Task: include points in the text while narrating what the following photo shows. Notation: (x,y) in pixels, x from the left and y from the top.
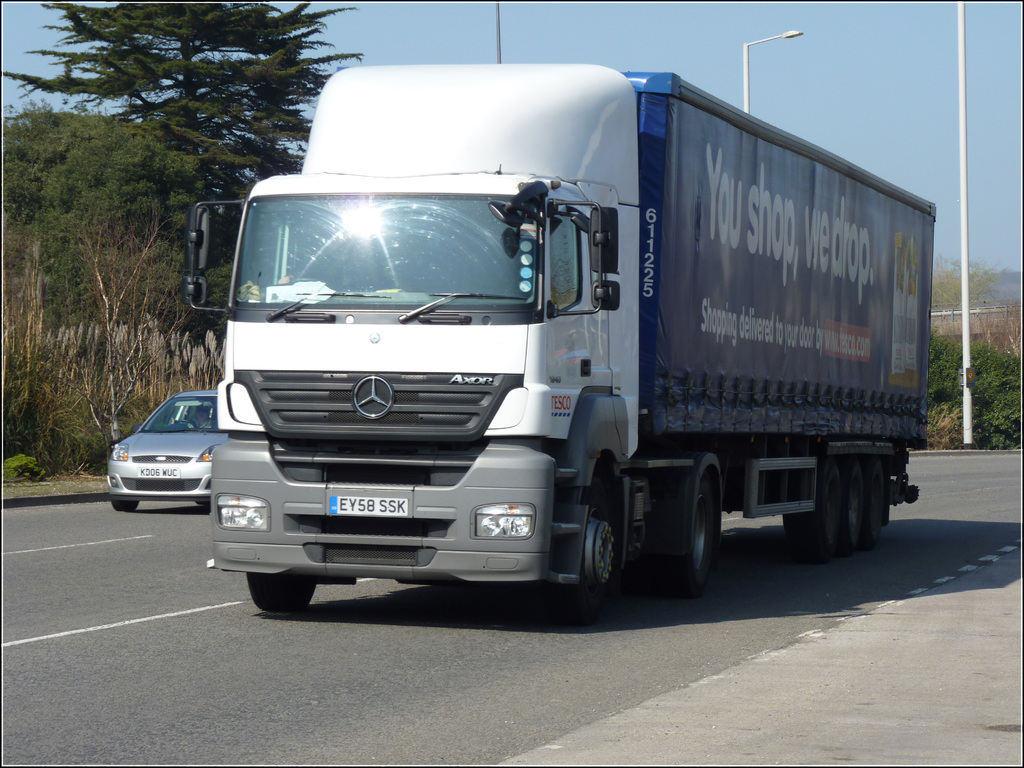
In this picture I can see a truck (475,386) and a car (193,444) moving on the road (259,738) and I can see couple of pole lights (744,89) and I can see trees (186,175) and a blue sky (555,50).
